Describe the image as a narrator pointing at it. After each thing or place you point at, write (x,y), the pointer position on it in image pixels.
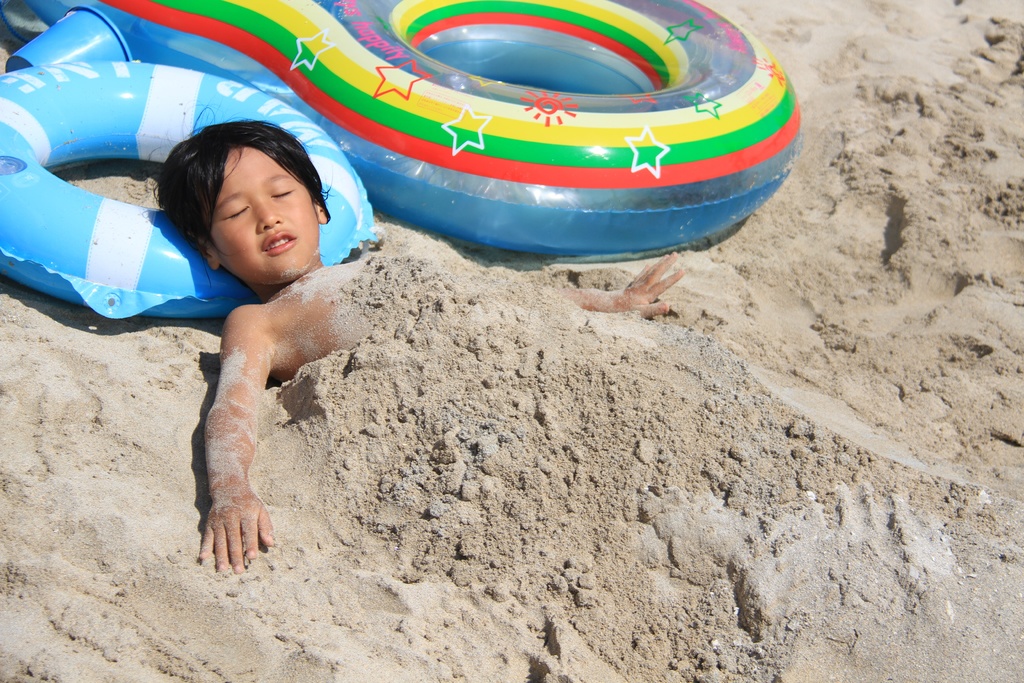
There are tubes (287,112). Also there is a child (296,321) keeping the head (275,173) on the tube (208,283) and lying on the sand (478,359). On the body (332,318) of the child (296,342) there is sand (765,534).
